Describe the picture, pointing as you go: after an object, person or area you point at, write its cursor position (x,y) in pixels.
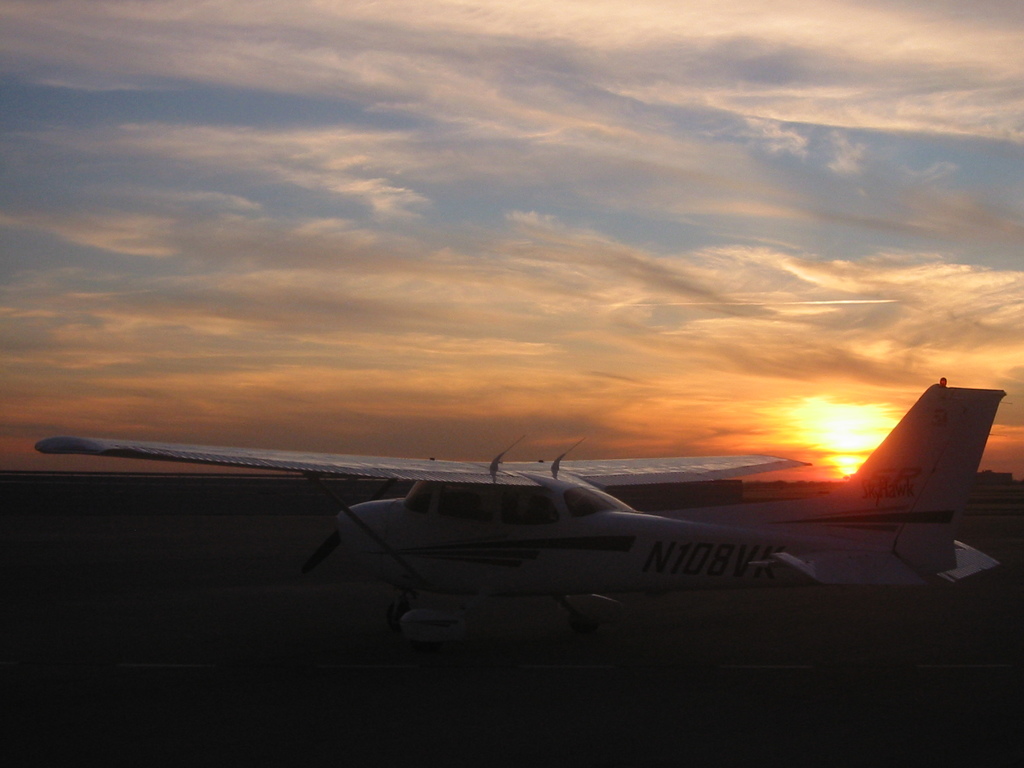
In this image I see an aircraft (959,434) and in the background (17,370) I see the sky (780,387) and the sun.
